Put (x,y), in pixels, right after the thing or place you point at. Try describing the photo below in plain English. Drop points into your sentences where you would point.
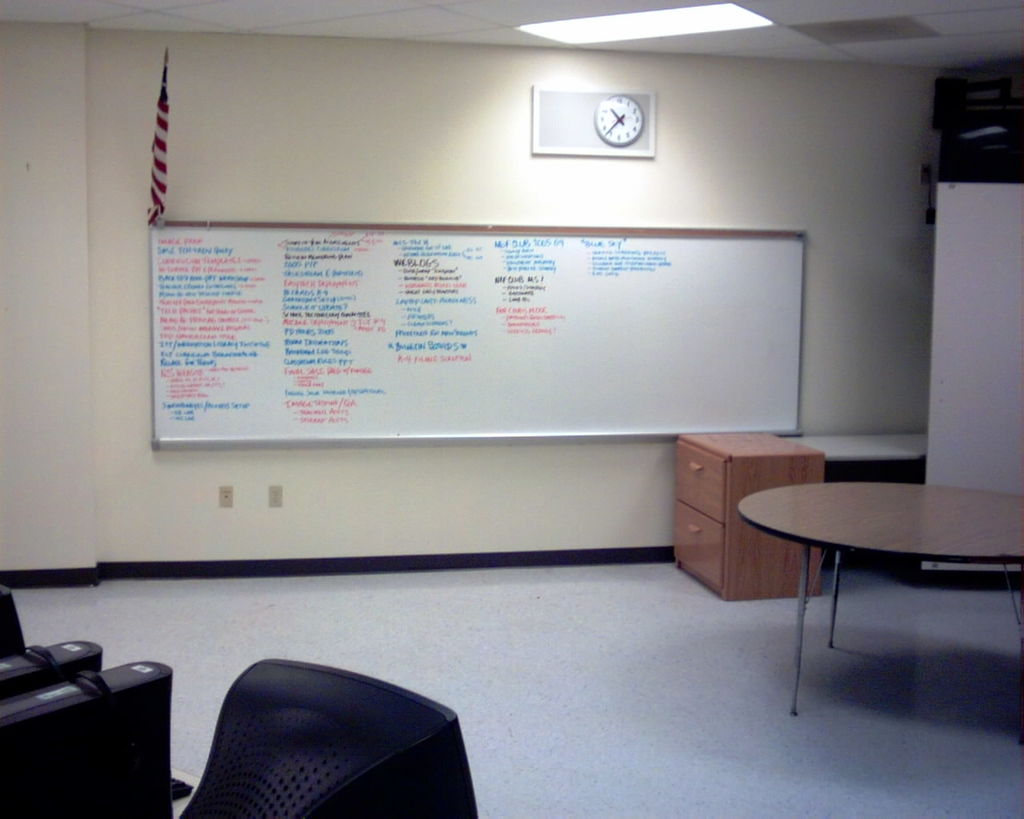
In this picture we can see a room (865,482) with table (787,504), cupboard (696,461), board (602,372), flag (160,172), watch (630,115) here we can see monitor (377,769), CPU (154,765) and we have wall (788,137), light (613,26).
